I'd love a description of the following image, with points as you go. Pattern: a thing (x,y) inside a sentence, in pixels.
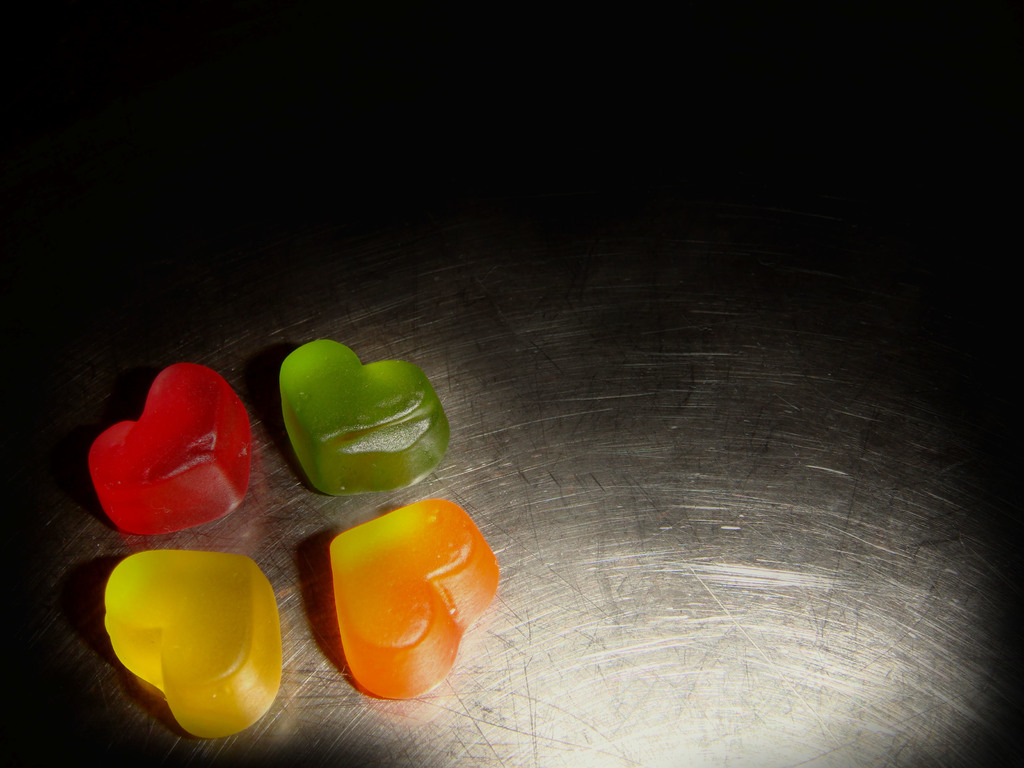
In this image I can see few jelly (200,487), they are in red, green, orange and yellow color on the black and white surface (636,361).
